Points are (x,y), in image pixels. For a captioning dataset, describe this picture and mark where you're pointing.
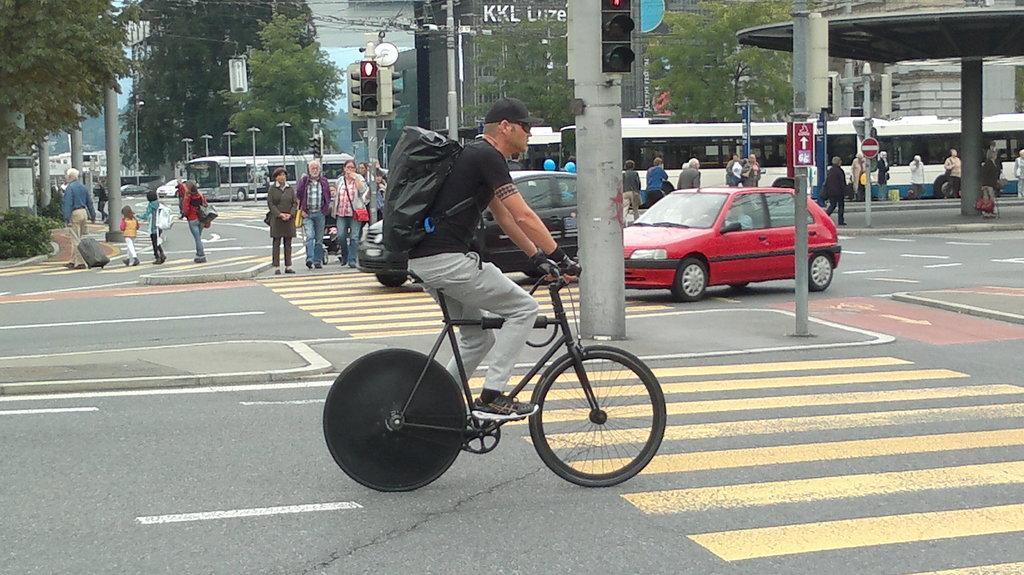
In this image i can see a man (552,242) riding a bicycle (445,459) wearing a bag (441,156) and a hat (494,112). In the background (347,184) i can see few people (303,202) crossing the road (258,206) and few people (359,188) standing, and also few vehicles (721,272), trees (711,86), buildings (425,66) and a traffic signal (378,100).
